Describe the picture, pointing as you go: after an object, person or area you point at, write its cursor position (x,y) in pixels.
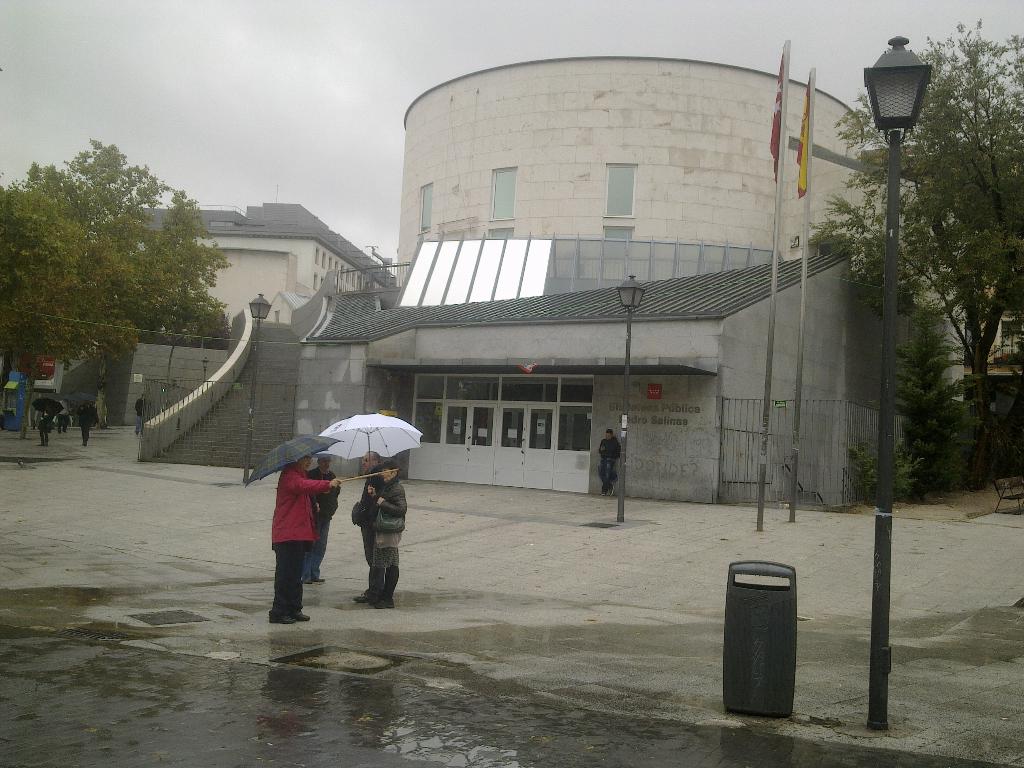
In the picture we can see a building (693,387) with a door (432,443) which are white in color with glasses (510,443) to it and besides the building (618,335) we can see some pole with a lamp (627,290) and some poles (776,276) with flags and on the either side of the building (807,338) we can see trees (98,345) and some people (46,415) walking and some people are standing on the path (351,553) holding an umbrella (398,441) and in the background (221,170) we can see a sky (278,140) with clouds (104,123).
